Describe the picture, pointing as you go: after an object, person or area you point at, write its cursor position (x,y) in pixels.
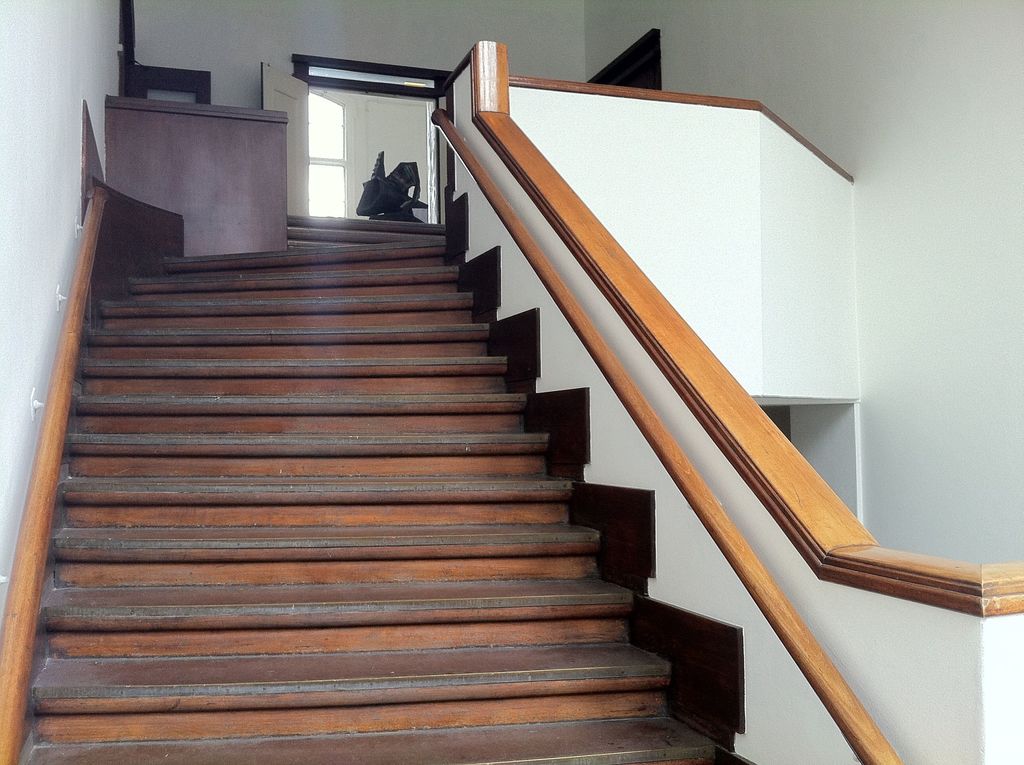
The picture is taken inside a building (338,144). In the left (225,357) there is a staircase (260,259). Here we can see a statue (404,188). This is a door (273,80).
